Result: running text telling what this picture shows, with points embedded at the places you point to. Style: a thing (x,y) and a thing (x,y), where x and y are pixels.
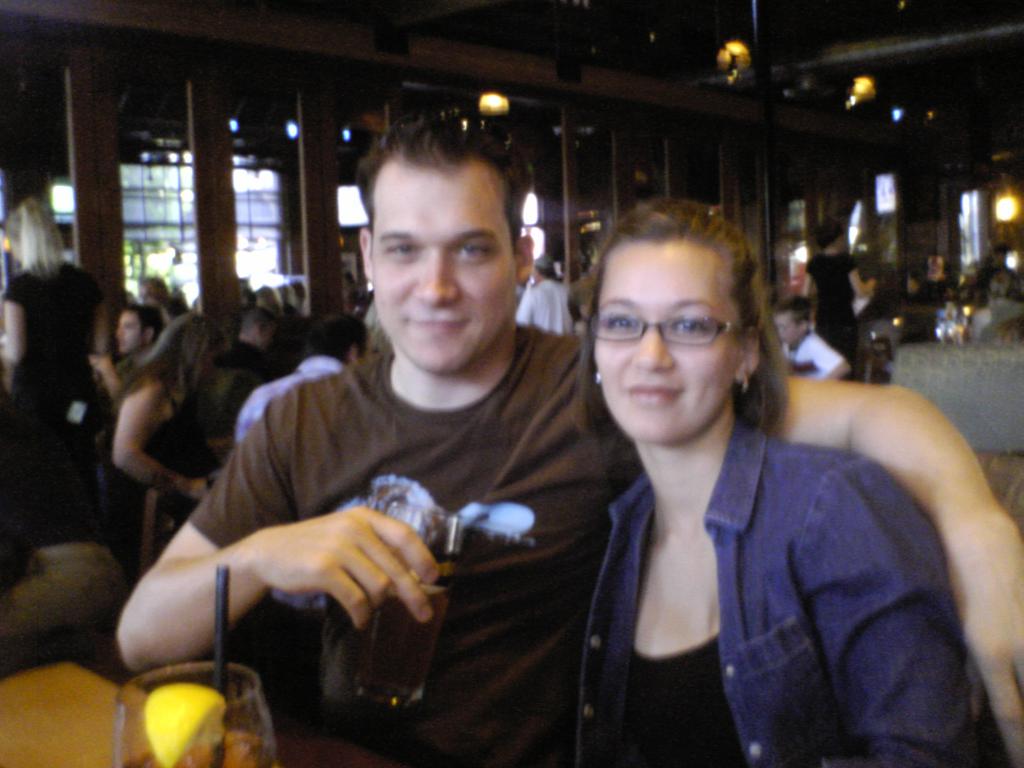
In this image we can see a man (477,441) and a woman (675,588) are sitting on the chairs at the table (314,762) and the man (362,600) is holding a glass (365,640) in the hand (367,582) and there is a glass (193,741) with straw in it and a lemon slice (196,704) on it on the table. In the background (52,423) there are few persons (71,484) sitting and standing, lights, screen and other objects (106,217).
